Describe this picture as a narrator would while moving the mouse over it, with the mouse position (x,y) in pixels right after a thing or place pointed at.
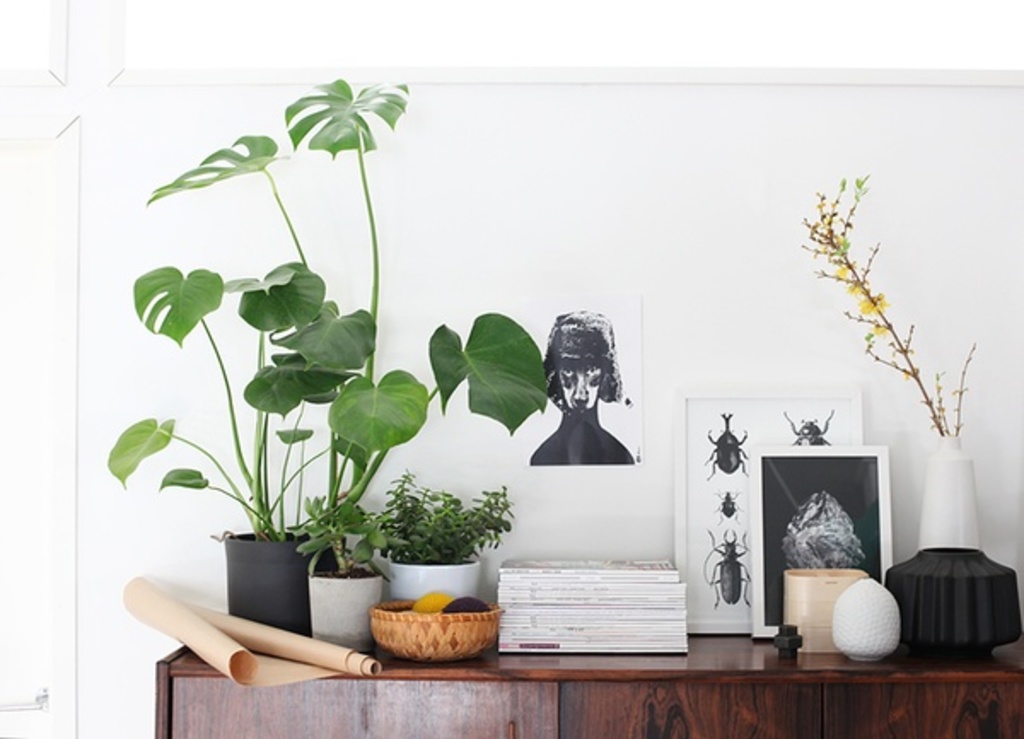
In this image there are plants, photo frames (735,521), books (574,596), paper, basket (492,636) and some objects (439,597) on the cupboard (954,667), and in the background (576,318) there are papers (549,309) stick to the wall (358,206).
